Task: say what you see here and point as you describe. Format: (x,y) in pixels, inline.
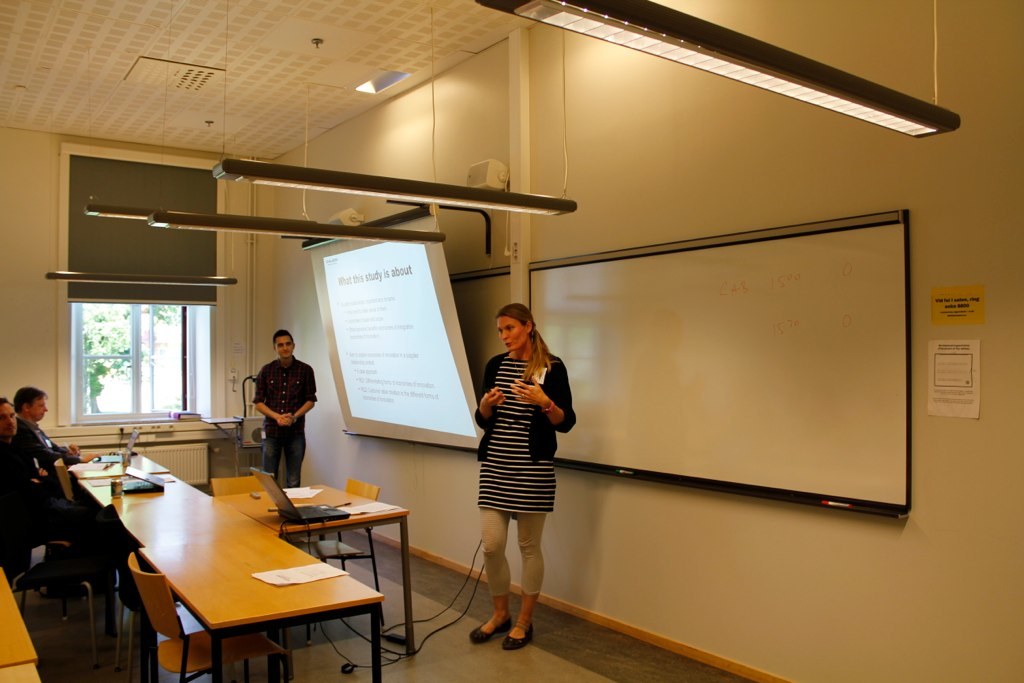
In this image there is a woman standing on the floor (582,646). Before her there is a table (263,512) having a laptop (329,518), papers (369,507). Beside there is a table (319,495) having a laptop (149,487) and few objects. A person (278,423) is standing behind the table (232,569). Left side two people (64,528) are sitting on the chair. Left bottom there is a chair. There is a screen (376,340) hanging from the wall (306,472). There are boards (825,283) attached to the wall (929,257). Few lights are hanging from the roof (329,49). Background (31,369) there is a wall (259,363) having a window (149,404). From the window (138,366) trees (120,344) are visible. Right side (940,384) posters (953,384) are attached to the wall (917,538).
